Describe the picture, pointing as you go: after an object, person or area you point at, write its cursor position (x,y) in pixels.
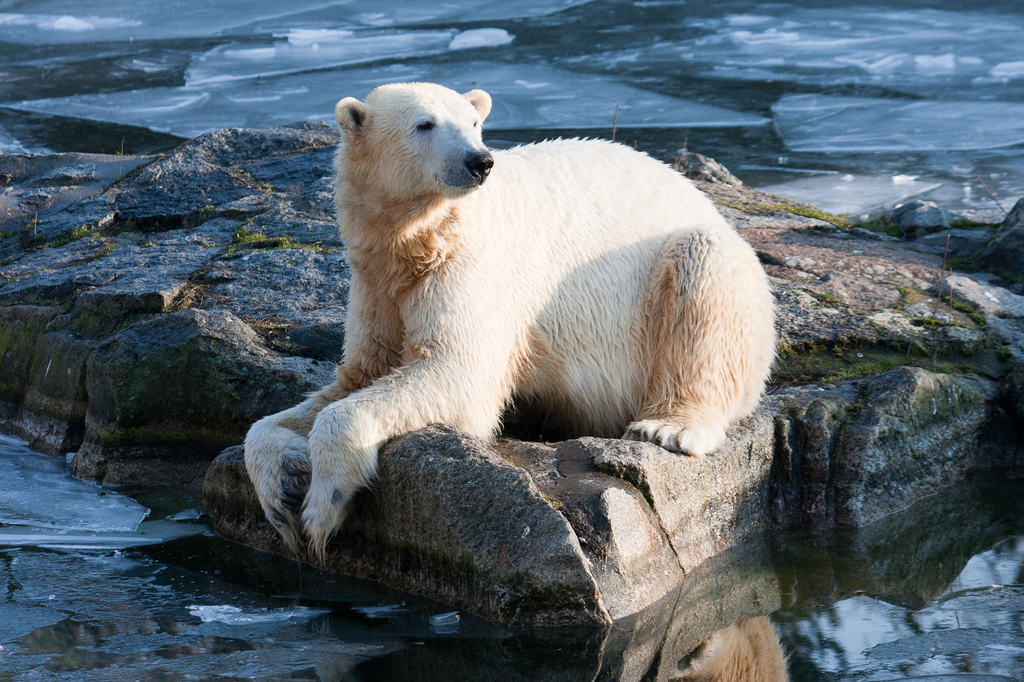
In this image, in the foreground (344,99) there is a polar bear (766,346) sitting on the rocks (776,437).
